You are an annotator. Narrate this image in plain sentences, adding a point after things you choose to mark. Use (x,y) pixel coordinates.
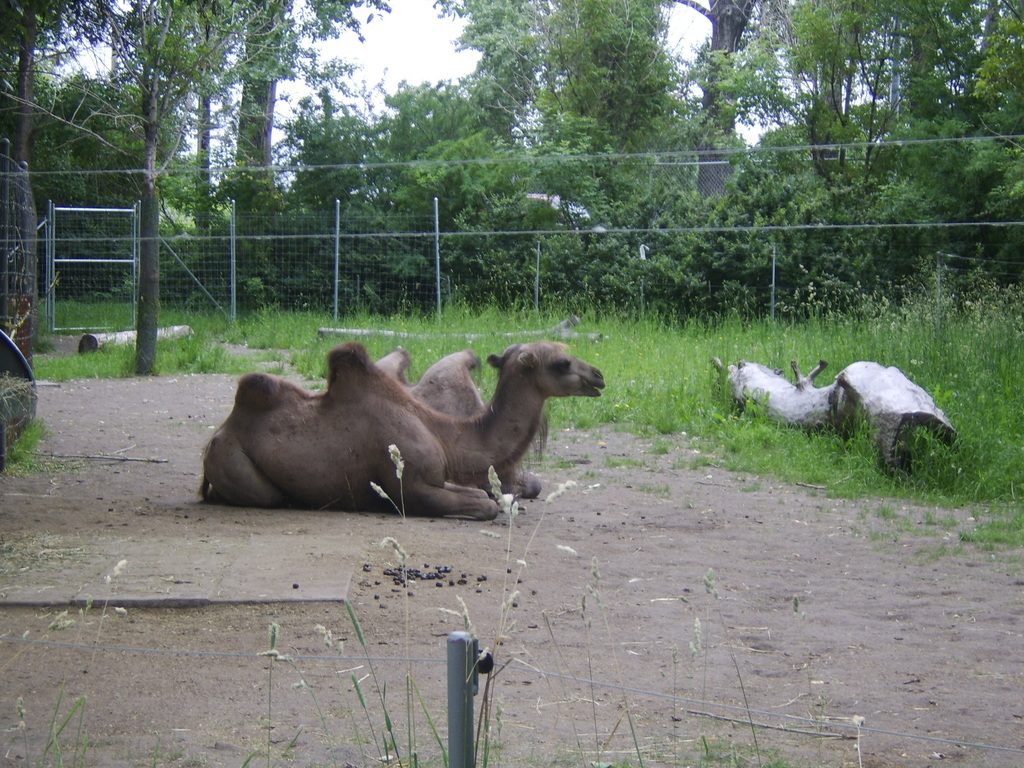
In the center of the image (389,411) there are camels (385,404) sitting on the ground (356,558). In the background (16,300) we can see grass (783,333), fencing (492,278), trees (481,169) and sky (402,34).
